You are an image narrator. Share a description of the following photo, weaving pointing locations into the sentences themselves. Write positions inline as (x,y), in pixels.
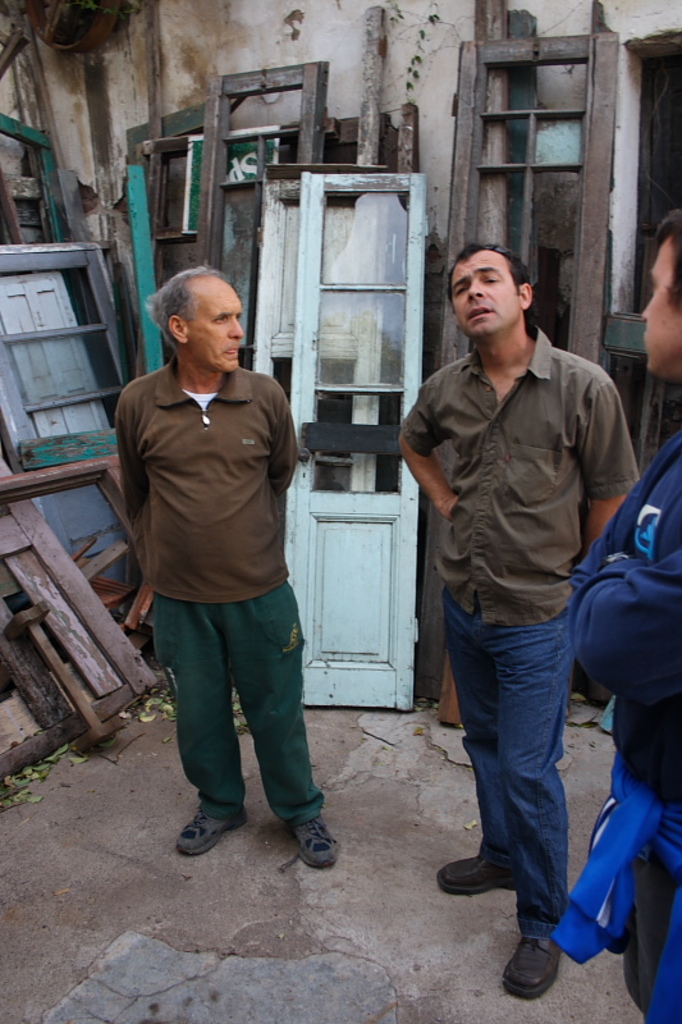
In this picture I can see few people (528,543) standing and talking each other, behind there are some wooden things (229,225) placed.
